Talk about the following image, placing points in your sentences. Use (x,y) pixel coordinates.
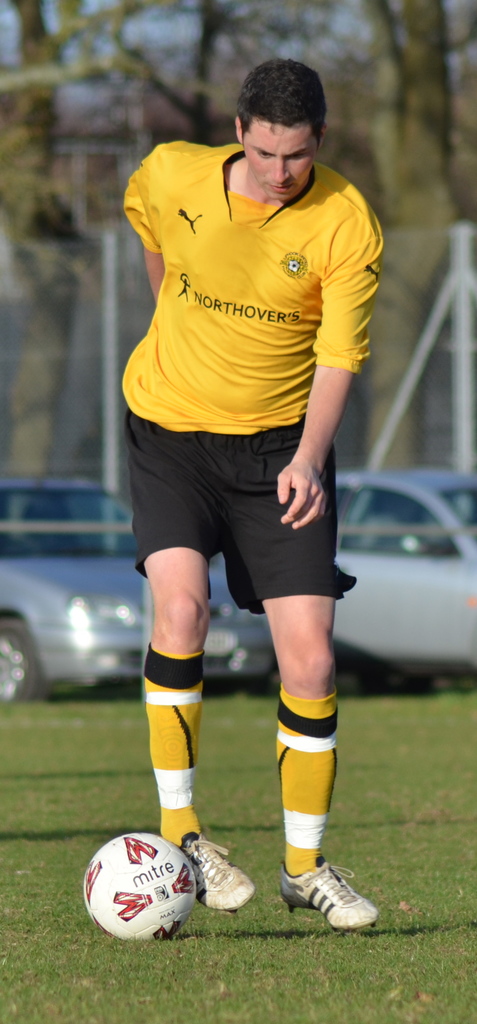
This picture shows a man (146,433) playing football and we see few cars (109,623) parked and trees (212,74).
